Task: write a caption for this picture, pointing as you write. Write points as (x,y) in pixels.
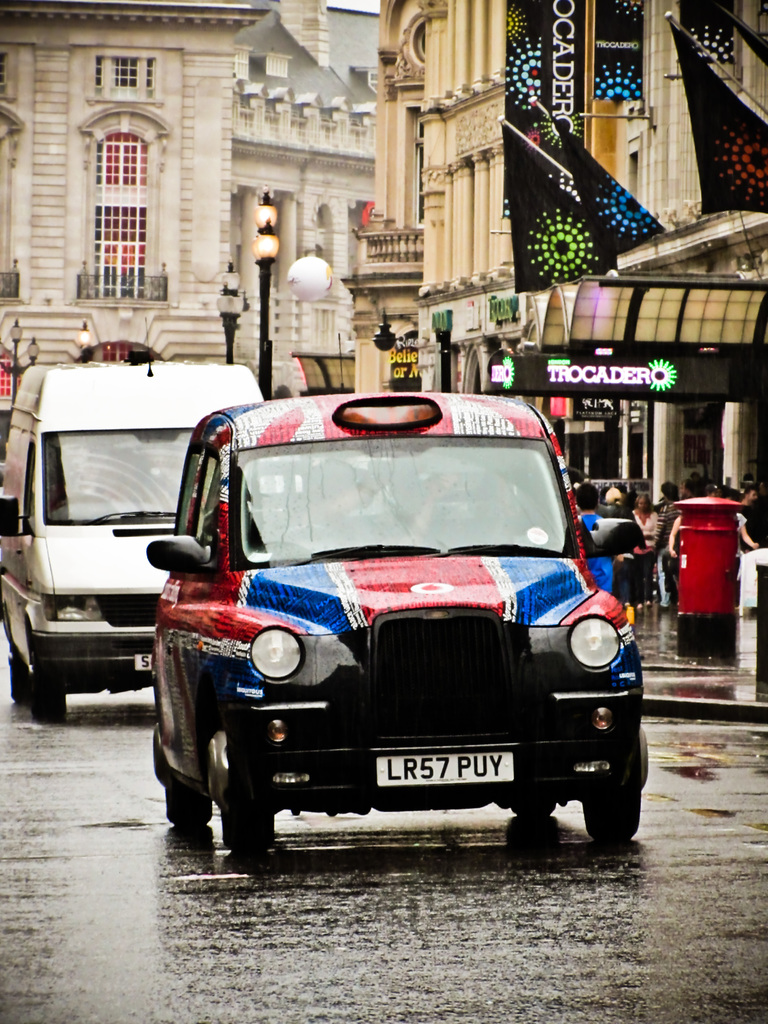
In this picture we can see vehicles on the road (428,954) and in the background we can see buildings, poles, persons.
